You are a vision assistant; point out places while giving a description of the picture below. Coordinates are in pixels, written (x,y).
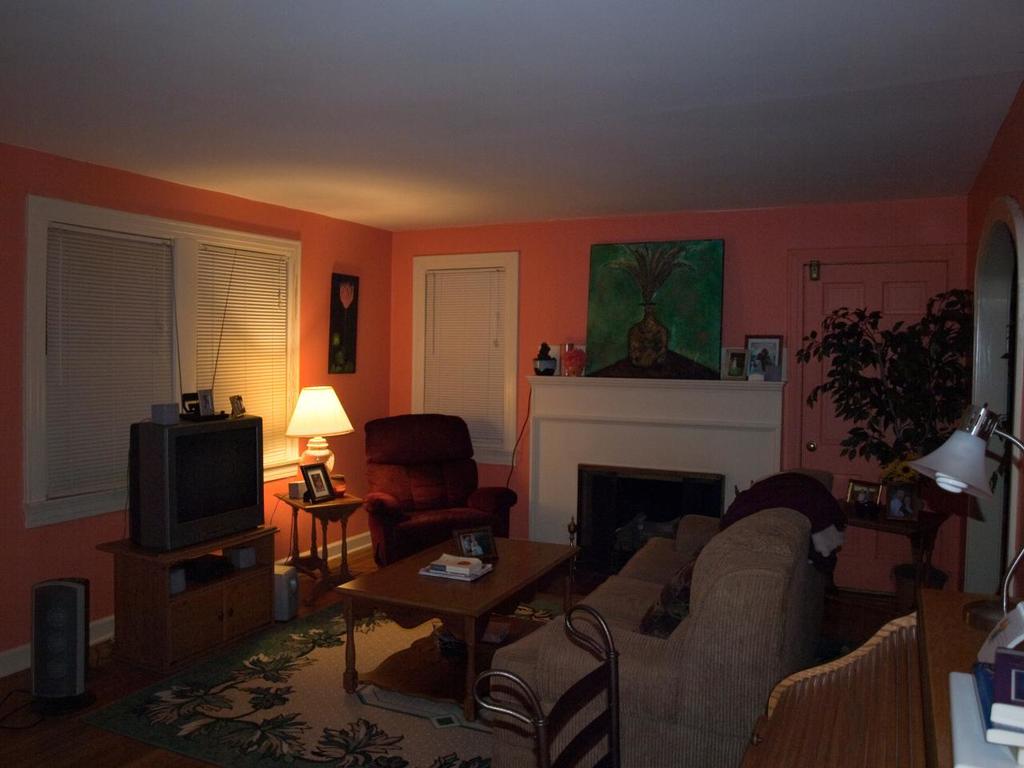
This image is clicked in a room (196,322). To the right (698,577), there is a sofa (713,614). In the middle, there is a table (471,610) on which books (467,573) are kept. To the left (165,518), there is a TV (145,520). In the background (272,349), there is a wall (725,322) to which windows (248,309) and doors (857,296) are fixed. To the right (927,407), there is a plant (920,416). At the bottom (234,724), there is a floor mat (191,728) on the floor (54,736).
